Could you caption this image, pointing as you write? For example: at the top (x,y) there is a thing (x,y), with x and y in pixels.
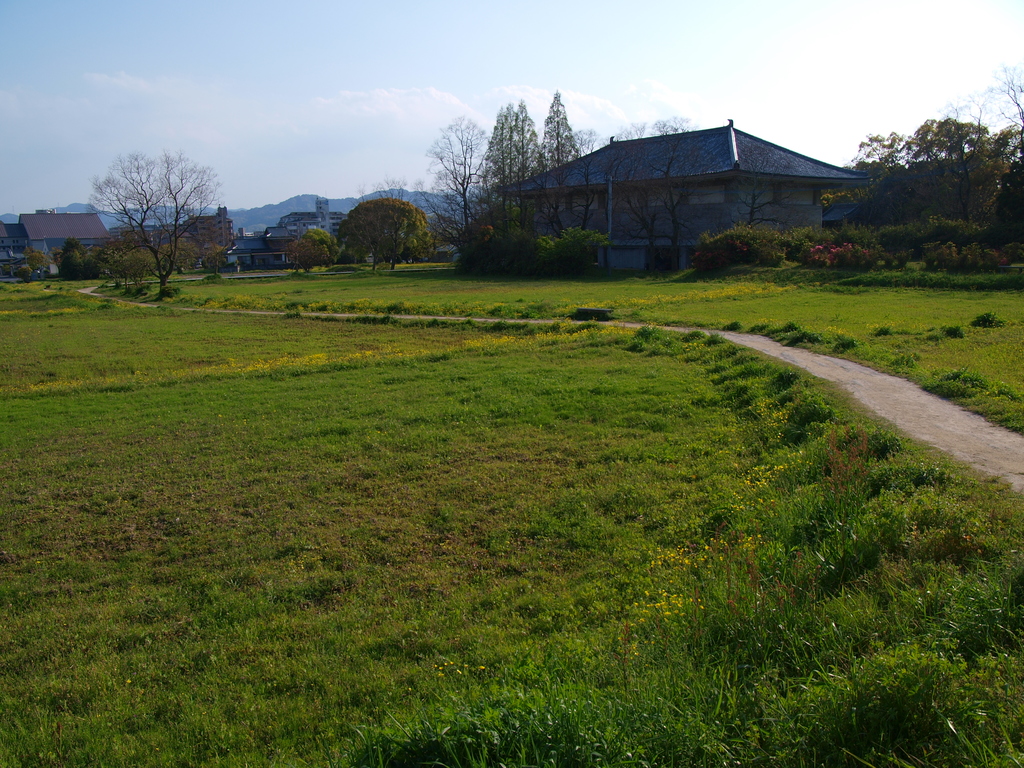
In this image I can see a ground (429,361), on the ground (417,351) I can see trees (965,190) and house (648,157) and at the top (327,88) I can see the sky (772,107) and the hill (340,201) and I can see another hill (73,210) on the left side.
